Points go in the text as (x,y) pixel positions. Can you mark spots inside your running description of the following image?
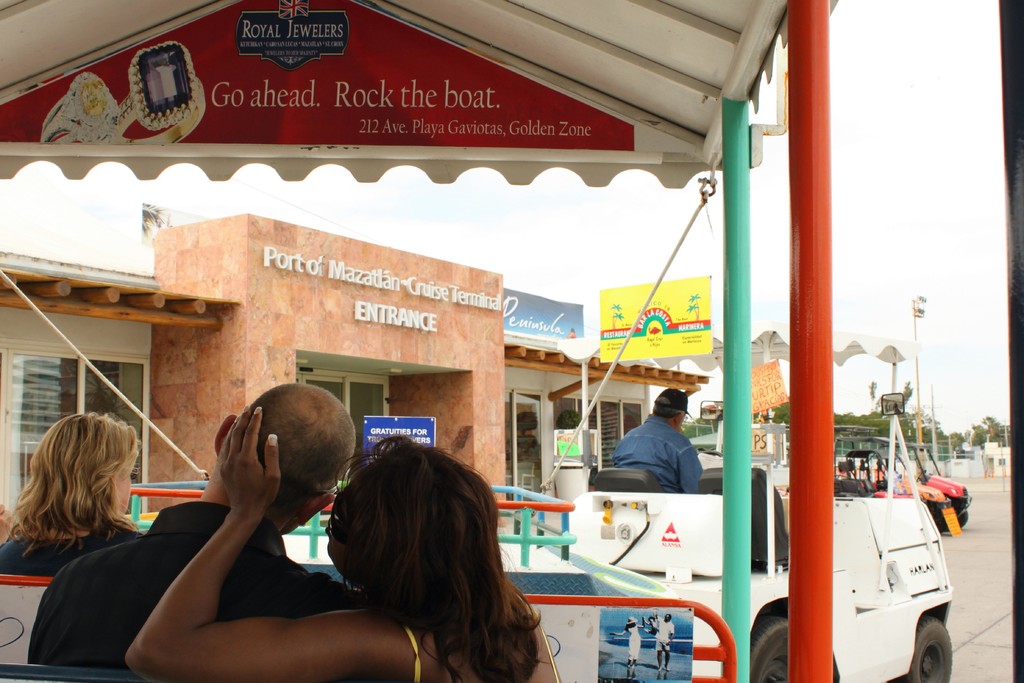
This is clicked from a golf vehicle (785,132), in the front (341,623) there is a couple (257,662) sitting and in front of them there is a woman (62,532) sitting on the seat (592,654), on the right side (913,605) there is another golf vehicle (848,612) with a man (664,464) inside it and behind it there is a building (430,314) with name boards (604,336) on it, this is clicked on street (983,573) and above its sky (918,94).
